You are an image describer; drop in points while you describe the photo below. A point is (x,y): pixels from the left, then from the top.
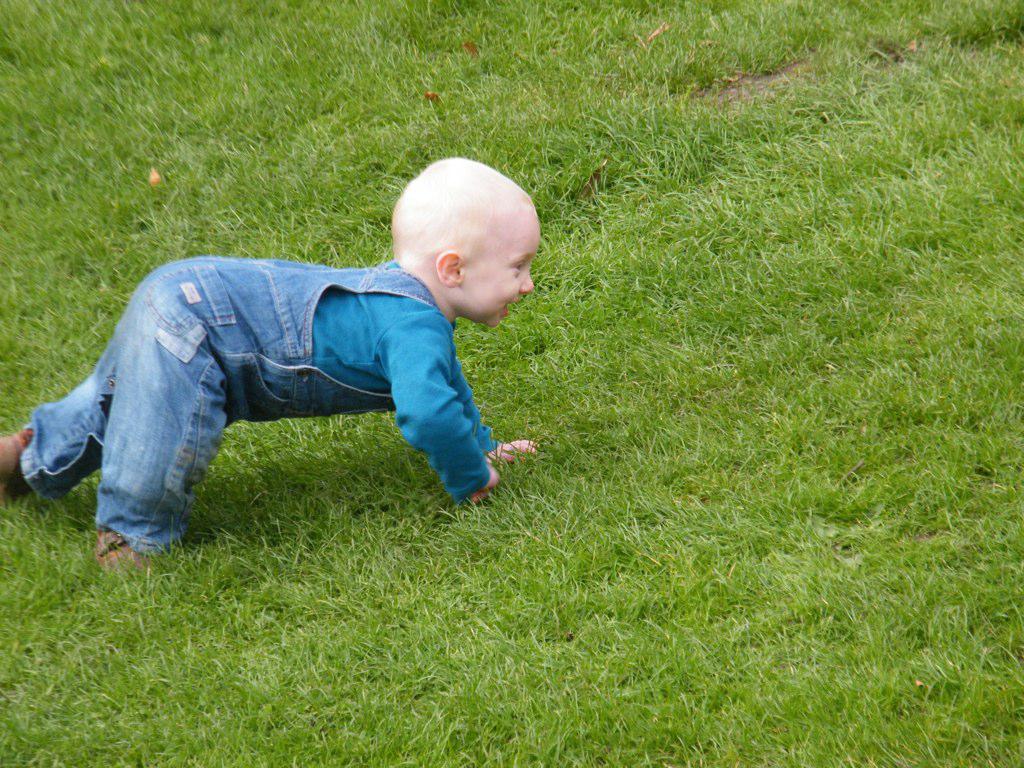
In this image we can see a child (413,415) on the grass field (536,485).
